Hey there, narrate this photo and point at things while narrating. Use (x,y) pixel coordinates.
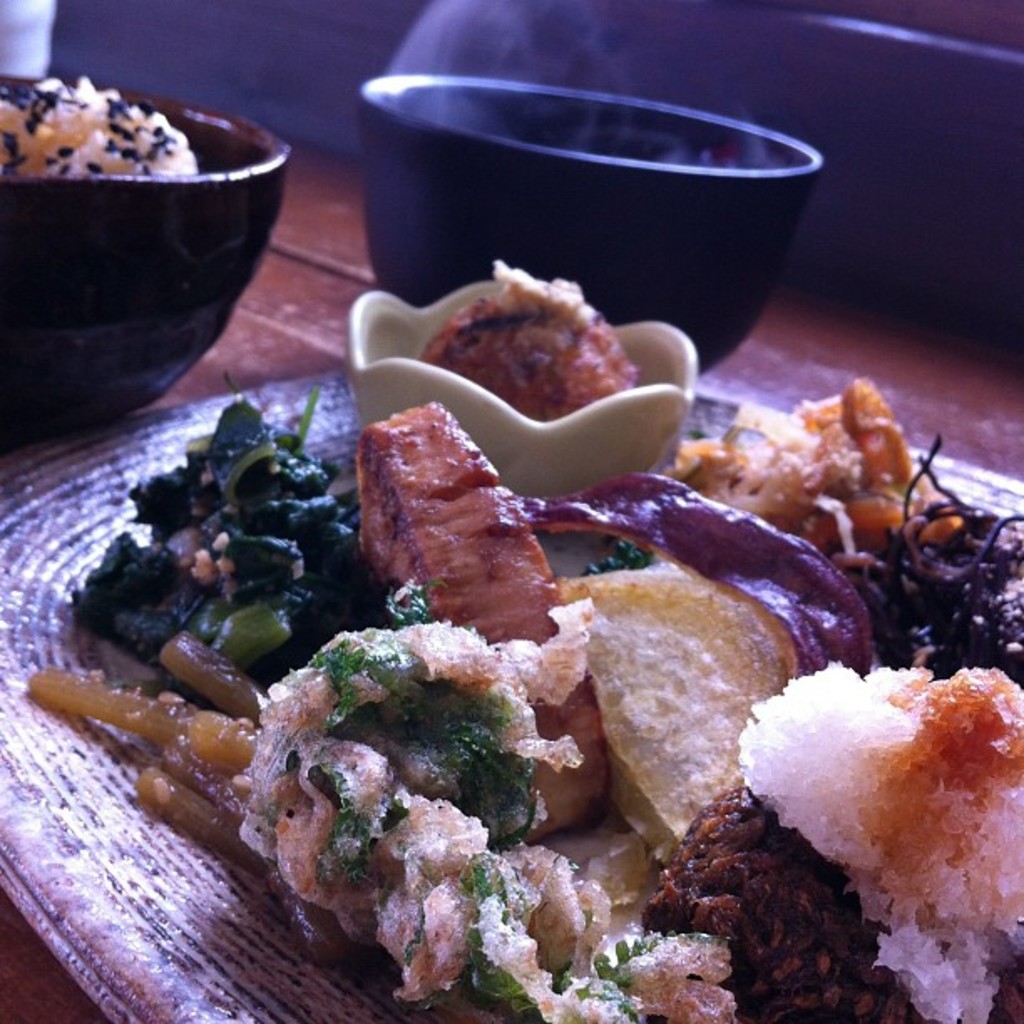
In this image, there is a table (198,393), on that table (248,342) there is a plate (61,896), in that plate (61,896) there are some food items (653,972) kept, there are two black color bowls (79,361) kept on the table (249,329).
